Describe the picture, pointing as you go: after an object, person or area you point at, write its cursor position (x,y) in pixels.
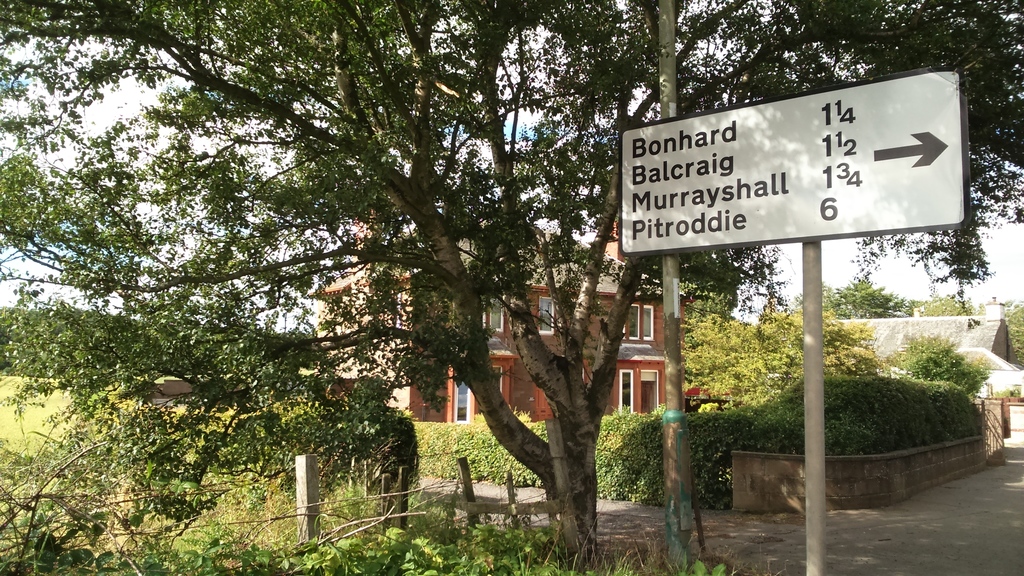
In this image there is a fencing (469,508) beside the fencing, there are plants (117,491) trees (540,373) and there is a pole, on that pole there is a board (747,135), on that board (873,121) there is some text (737,215), in the background (605,306) there is a building (650,378) and plants (884,419) and a road (999,519).
